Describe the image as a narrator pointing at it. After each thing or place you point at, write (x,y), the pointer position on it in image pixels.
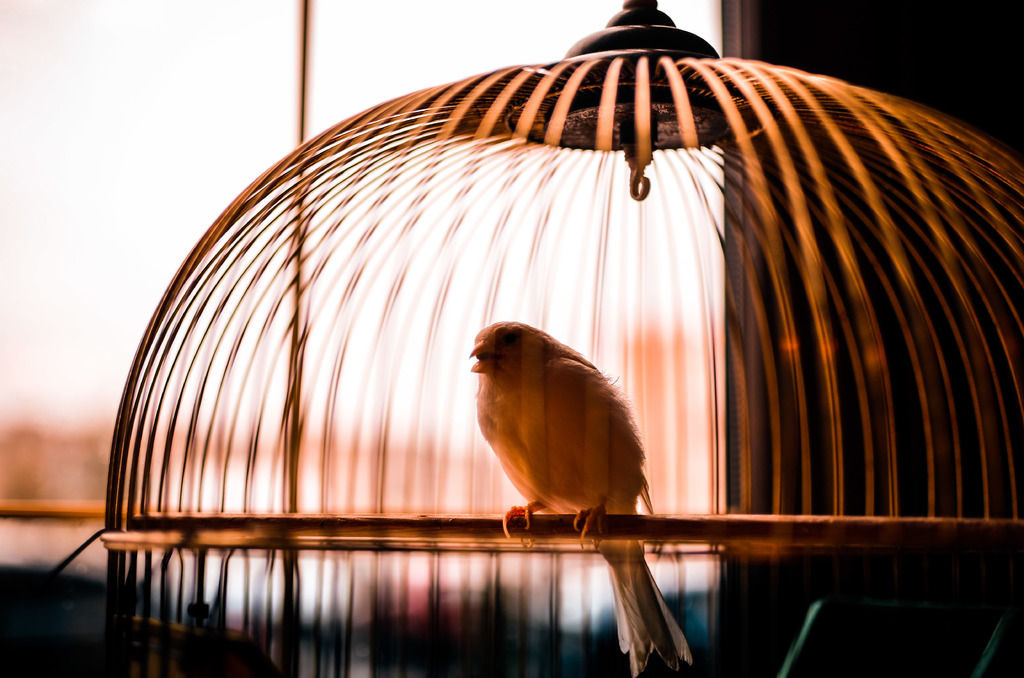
In this image I can see the bird (550,446) inside the net (403,407). The net (558,529) is in brown color and there is a blurred background (156,108).
